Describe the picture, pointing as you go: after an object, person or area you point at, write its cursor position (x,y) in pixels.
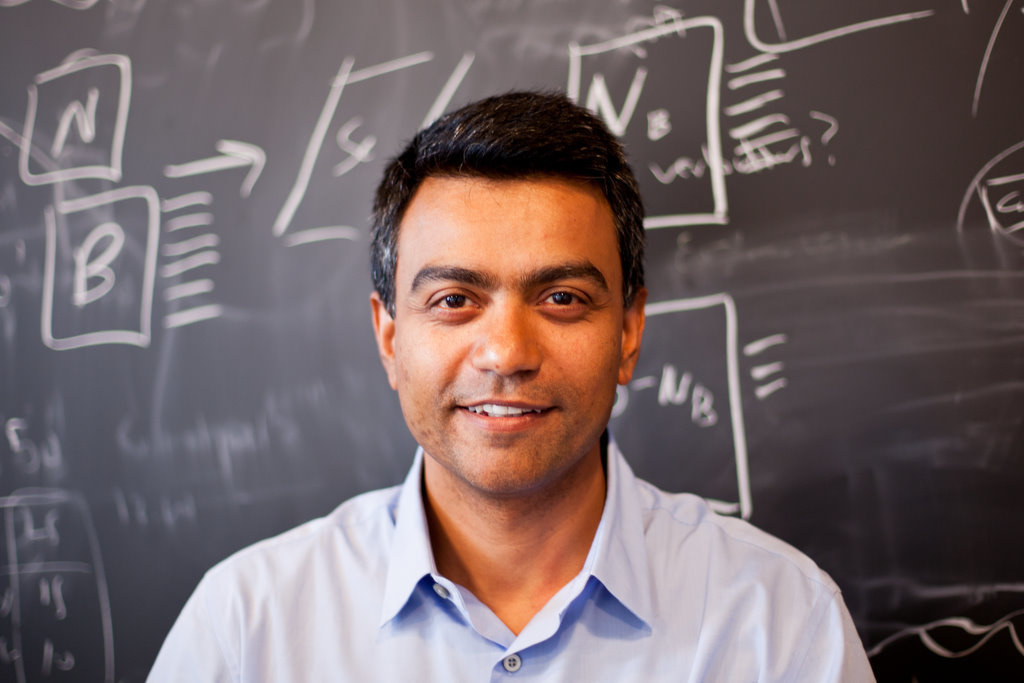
Here in this picture we can see a person (293,573) in a light blue colored shirt (418,609) present over there, smiling and behind him we can see a black board (721,418) with something written on it over there.
